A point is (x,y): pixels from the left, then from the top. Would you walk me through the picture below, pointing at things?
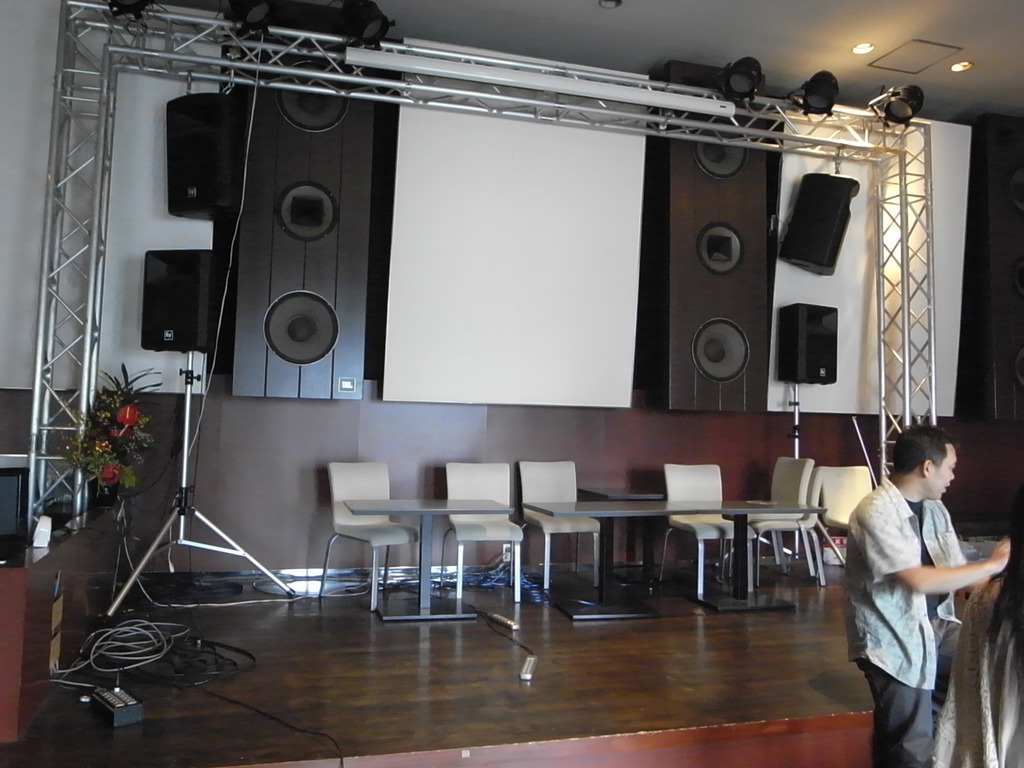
In this image we can see there are people (910,570) standing on the floor (767,705). At the back (514,544) there are chairs (455,536), table (569,516), switch board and stand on the stage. And there is a wall (309,445) with board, speakers (351,200) and iron stand (118,62) with lights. And at the side there are potted plants (90,452) and few objects (11,494). At the top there is a ceiling (869,66) with lights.
